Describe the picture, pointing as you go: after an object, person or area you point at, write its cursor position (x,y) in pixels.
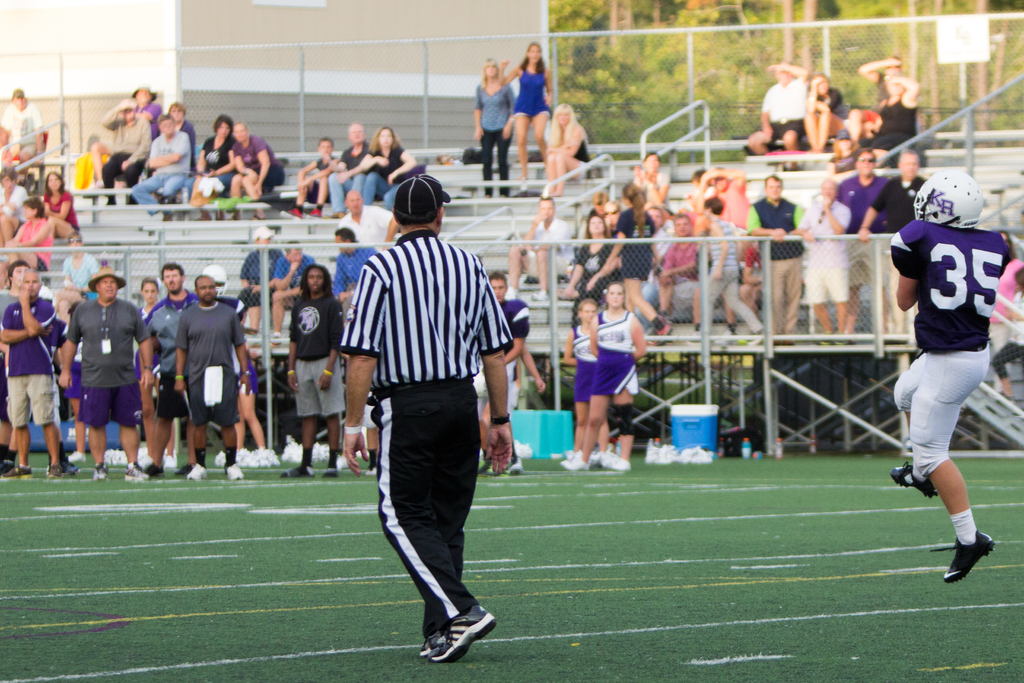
This picture might be taken inside a playground (904,559). In this image, on the right side (933,258), we can see a person (948,245) wearing a blue color shirt (950,275) is jumping. In the middle of the image (437,406), we can see a person (455,282) black color hat (424,198) is walking on the grass (217,567). In the background (635,316), we can see group of people (12,269) are standing, we can also see few people (590,270) are sitting on the bench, trees (745,101), net fence (752,68). At the bottom (754,456), we can see some boxes (690,427), water bottle (750,455) and a grass (539,557).
